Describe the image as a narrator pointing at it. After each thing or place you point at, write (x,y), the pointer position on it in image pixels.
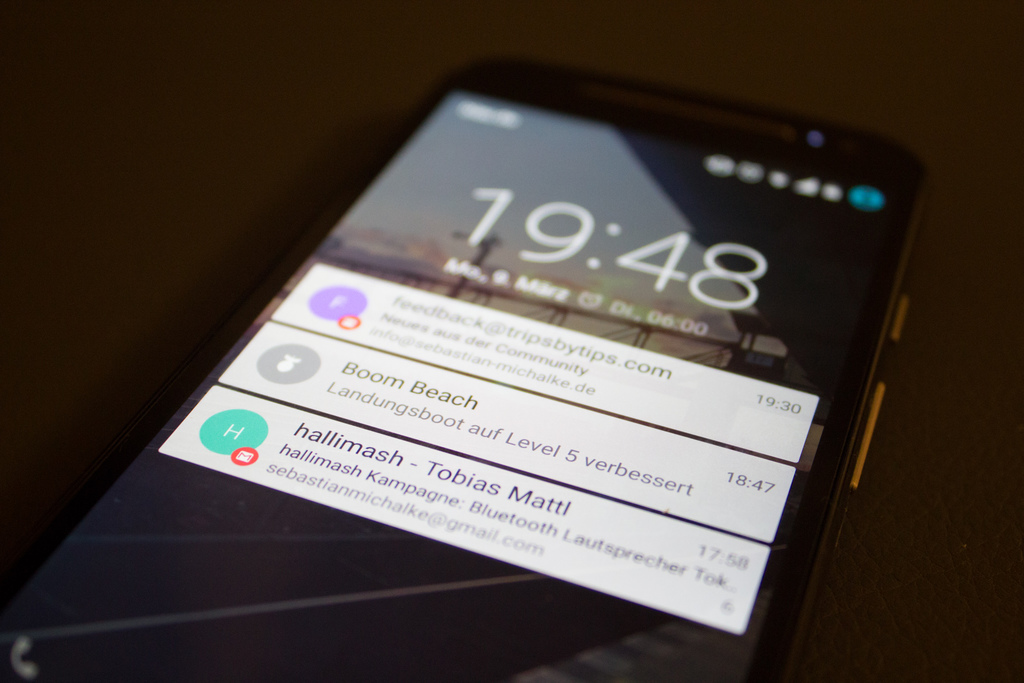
In this image, I can see a mobile (584,308) with a screen (479,584). I can see the notifications (560,381), time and few other symbols (816,192) on the mobile screen (405,595). There is a blurred background (84,135).
